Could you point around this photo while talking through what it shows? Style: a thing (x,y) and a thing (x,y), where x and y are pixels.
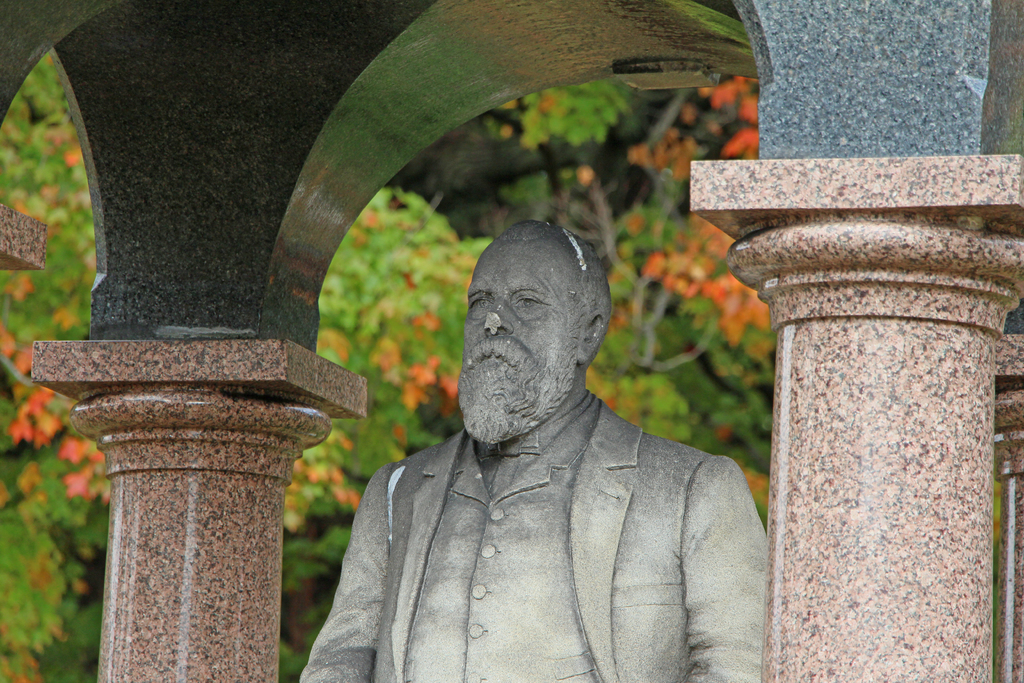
In this image I can see a statue (506,460) of a person (508,488). In the background (480,229) I can see trees (540,213).
